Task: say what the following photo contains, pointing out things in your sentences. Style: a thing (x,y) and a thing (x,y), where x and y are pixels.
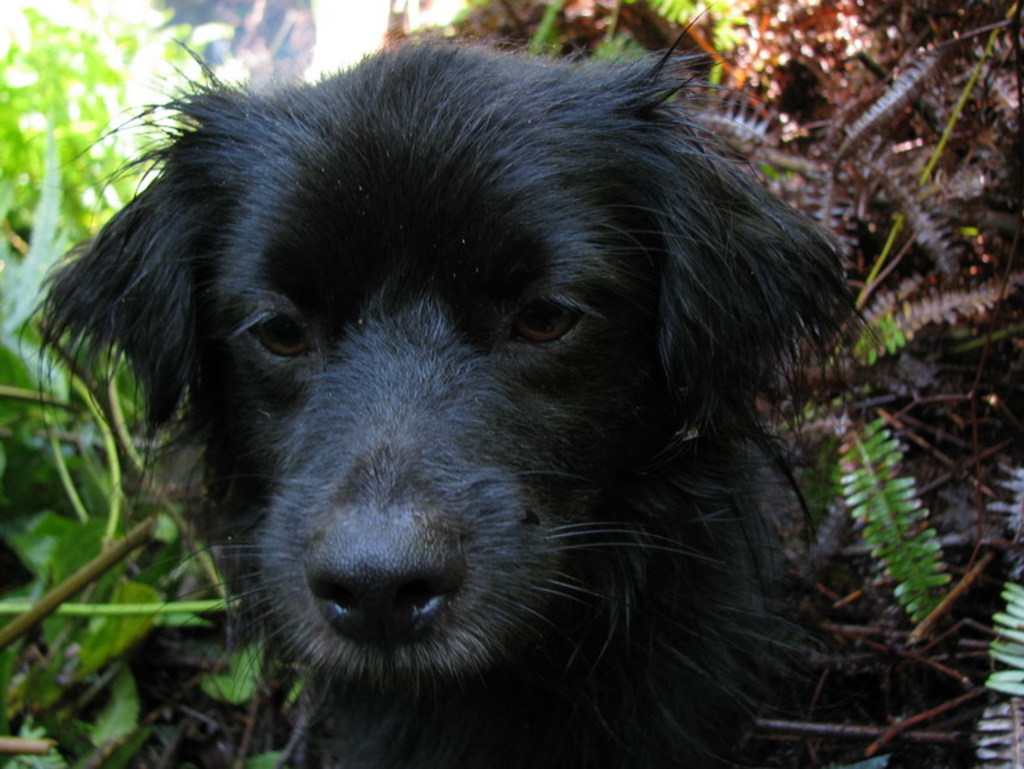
This picture shows a black color dog (647,532) in the plants (802,147).
